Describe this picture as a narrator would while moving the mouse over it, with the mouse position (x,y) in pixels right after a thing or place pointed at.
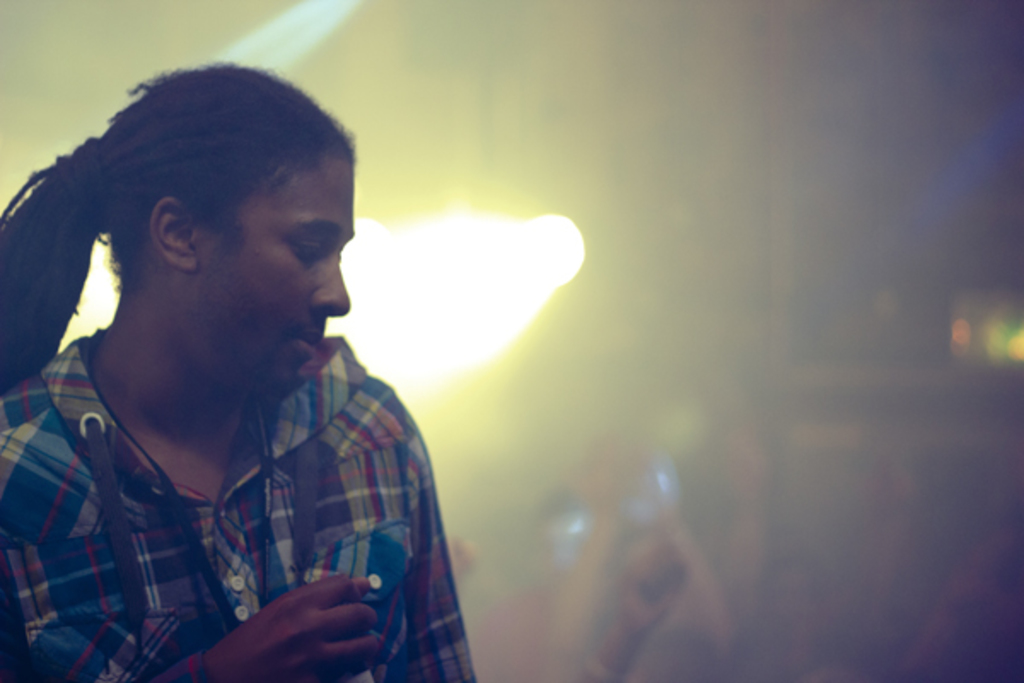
In this image we can see a person (276,265) wearing shirt (47,636) on the left side of the image (219,653). The background of the image (304,2) is blurred, where we can see the light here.
